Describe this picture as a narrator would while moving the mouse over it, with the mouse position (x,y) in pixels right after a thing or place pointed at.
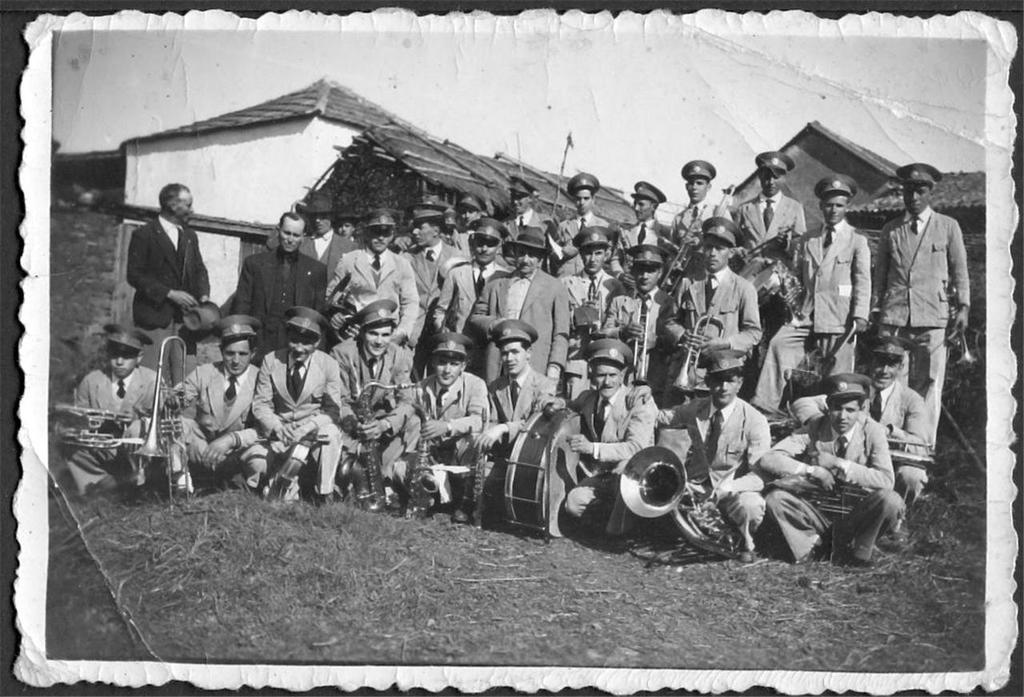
In this image I can see number of people (346,387) where few are sitting and rest all are standing. I can see most of them are holding musical instruments (425,421) and I can see most of them are wearing hats (475,206). I can also see this image is black and white in colour.
